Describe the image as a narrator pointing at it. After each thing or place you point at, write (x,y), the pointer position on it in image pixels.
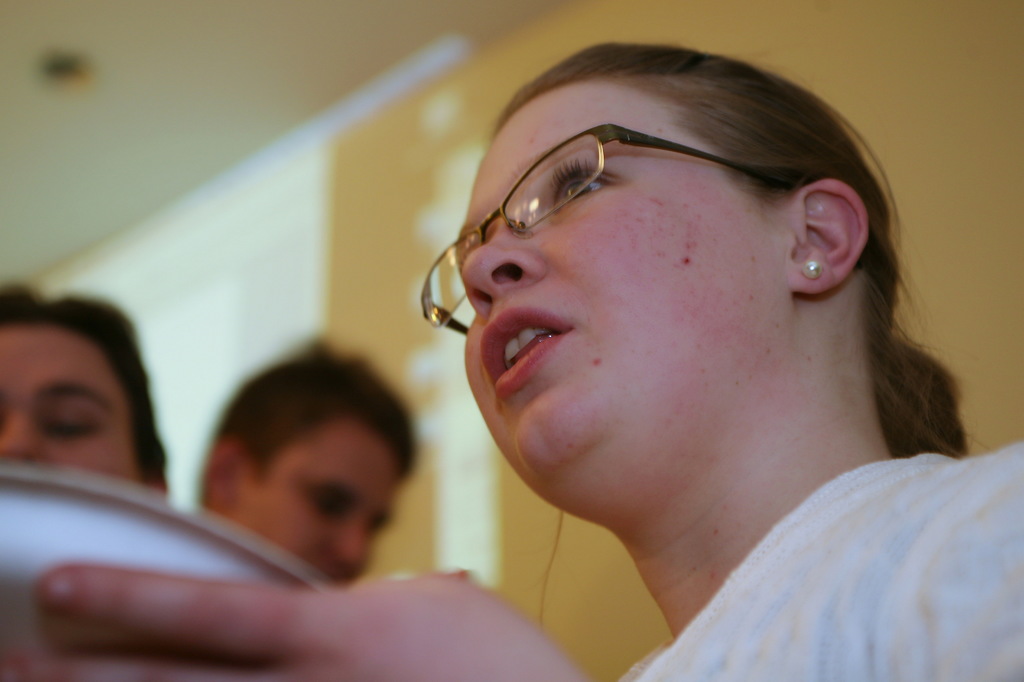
In this picture we can see a woman (427,598) is holding something, in the background (254,421) there are two persons (251,419), there is a blurry background (305,396).
